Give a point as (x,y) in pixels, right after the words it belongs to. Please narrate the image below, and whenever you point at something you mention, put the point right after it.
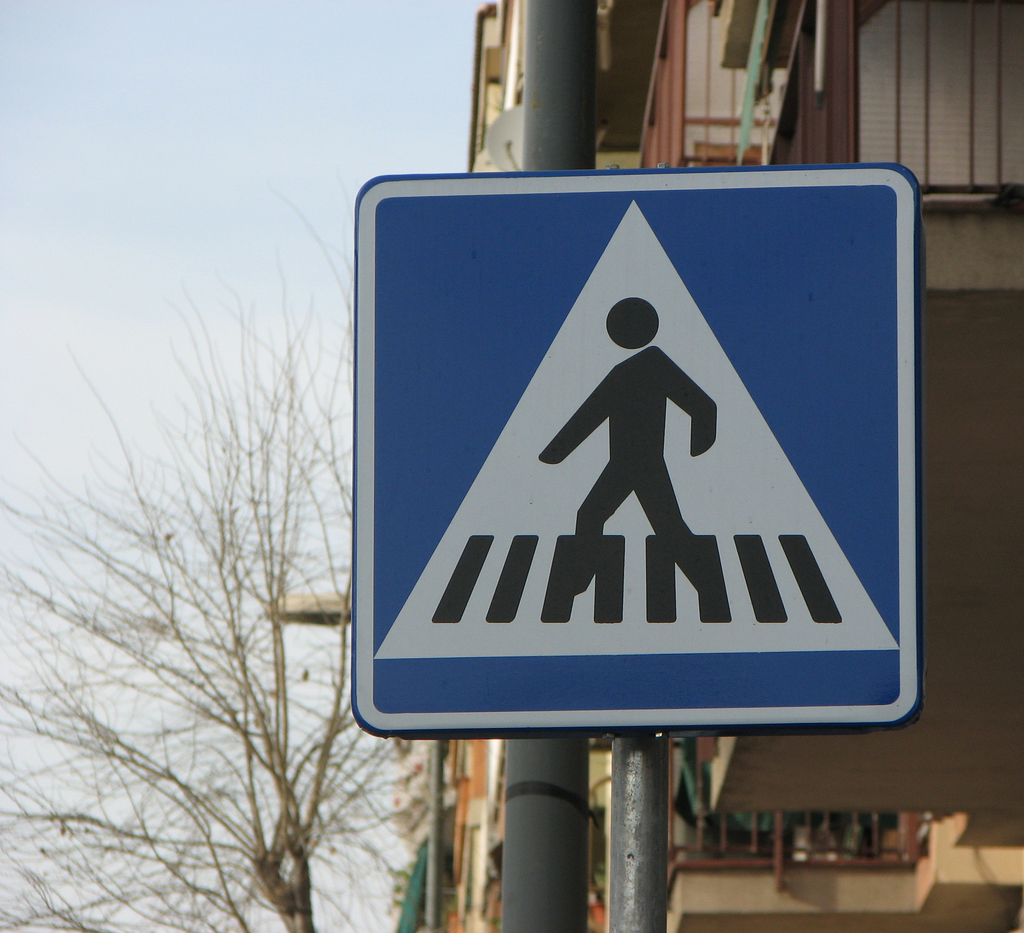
In this image we can see a few buildings (807,818). There is a tree (174,871) and a street light (289,617). There is a sign board (586,507) in the image.
